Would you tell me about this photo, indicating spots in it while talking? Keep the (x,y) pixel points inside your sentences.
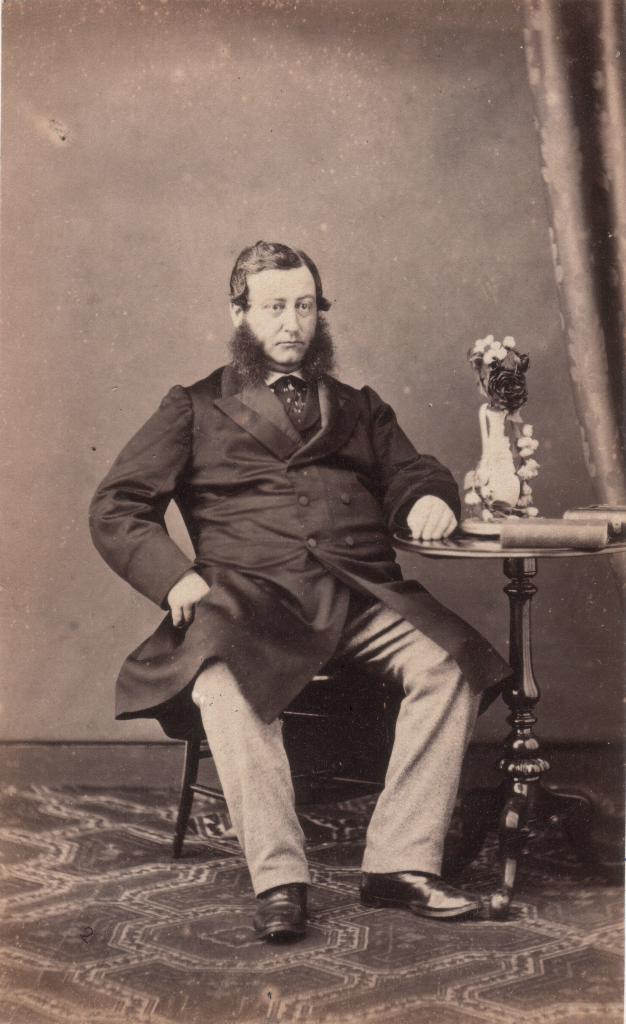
In this picture there is a man (466,667) who is sitting in the center of the image (277,500) on a chair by placing his hand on a table (456,541) which is placed on the right side of the image (469,541), there is a flower vase (510,511) on it.
